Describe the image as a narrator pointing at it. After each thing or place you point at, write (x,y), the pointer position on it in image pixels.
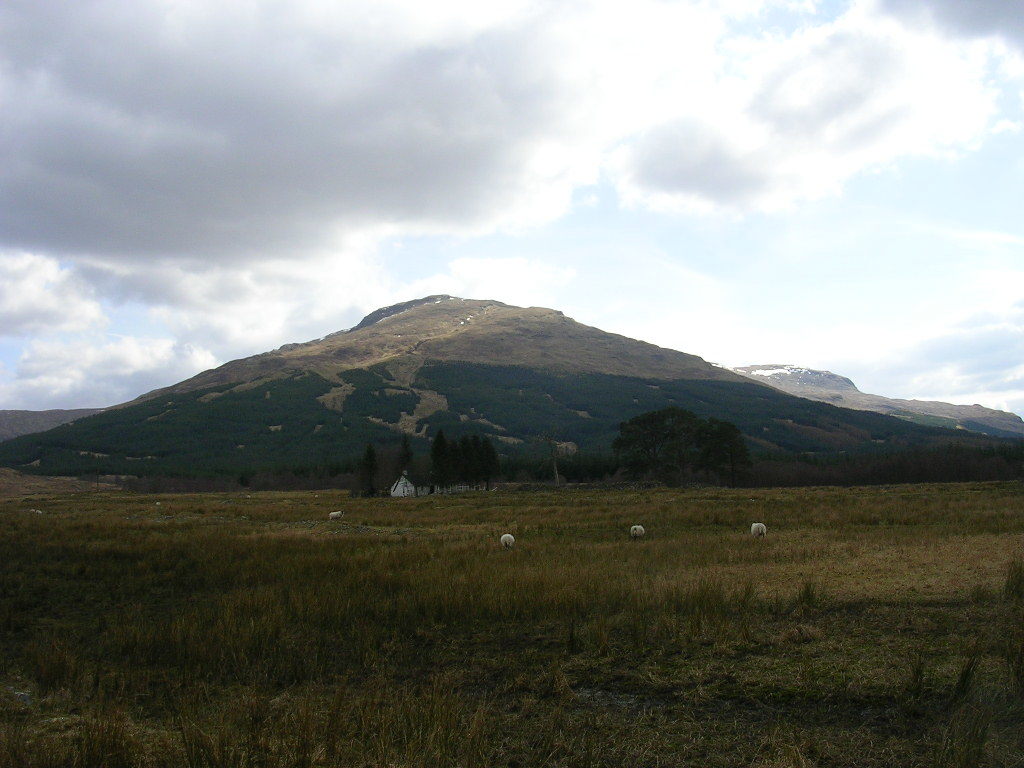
In this picture we can see few animals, grass (406,542), trees (509,460) and hills (786,400) and also we can see clouds (96,291).
